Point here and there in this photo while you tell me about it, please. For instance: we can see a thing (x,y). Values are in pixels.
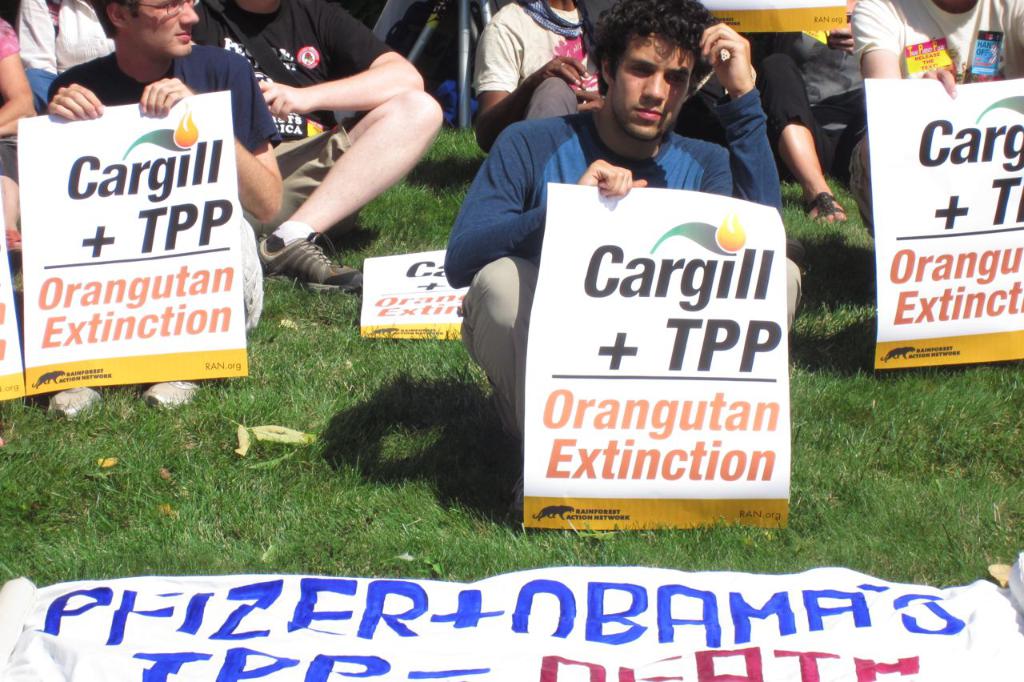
This picture is clicked outside. In the center (436,301) we can see the group of persons (139,100) holding banners (176,107) and sitting on the ground (856,409) and we can see the text (107,324) on the banners (614,315) and we can see the green grass (403,450) and there are some banners (557,578) lying on the ground (389,547) and we can see the text (372,631) on the banners (429,323). In the background (422,121) we can see the group of persons (505,56) and some other objects (463,39).
